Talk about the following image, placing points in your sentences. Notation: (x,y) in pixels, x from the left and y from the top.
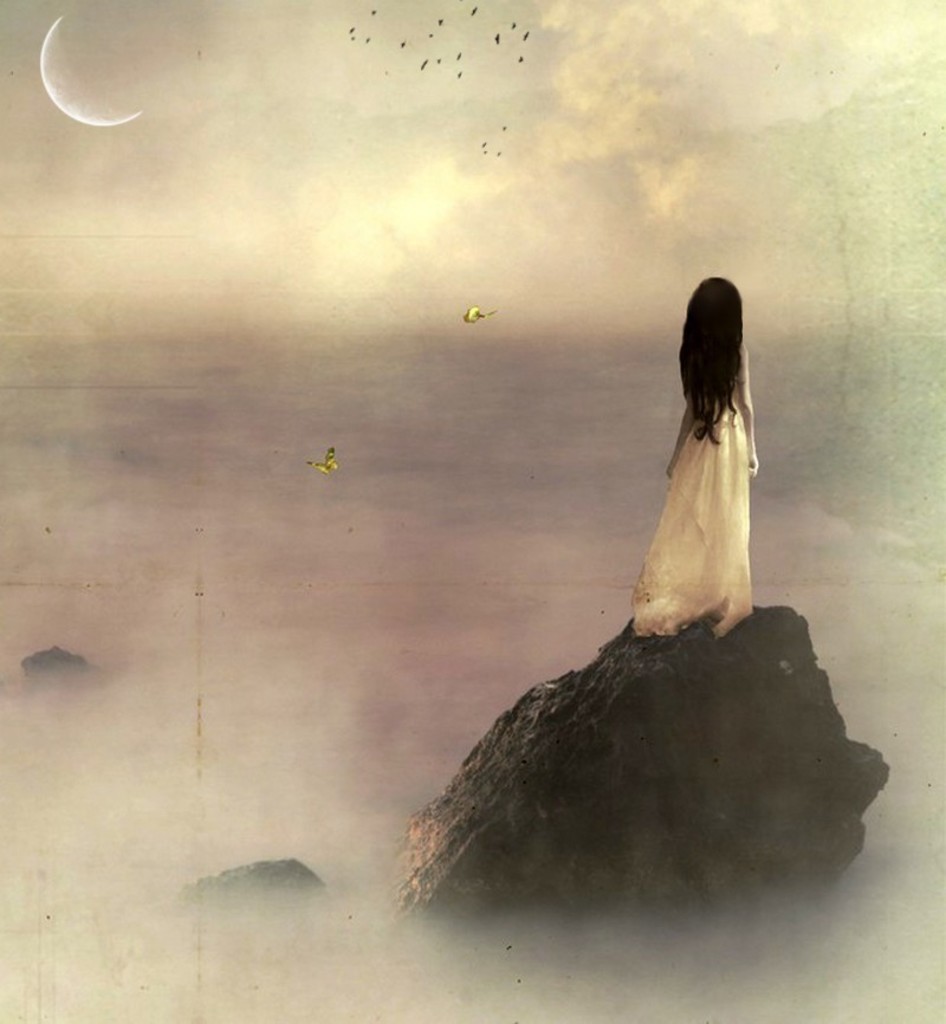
Here this picture looks like an edited image, in which we can see a woman (719,413) standing on a rock stone (418,822) present over there and we can see smoke (217,809) present all over there and we can see butterflies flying and we can also see birds (435,59) and we can see a moon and clouds (234,111) in the sky (691,146) over there.
